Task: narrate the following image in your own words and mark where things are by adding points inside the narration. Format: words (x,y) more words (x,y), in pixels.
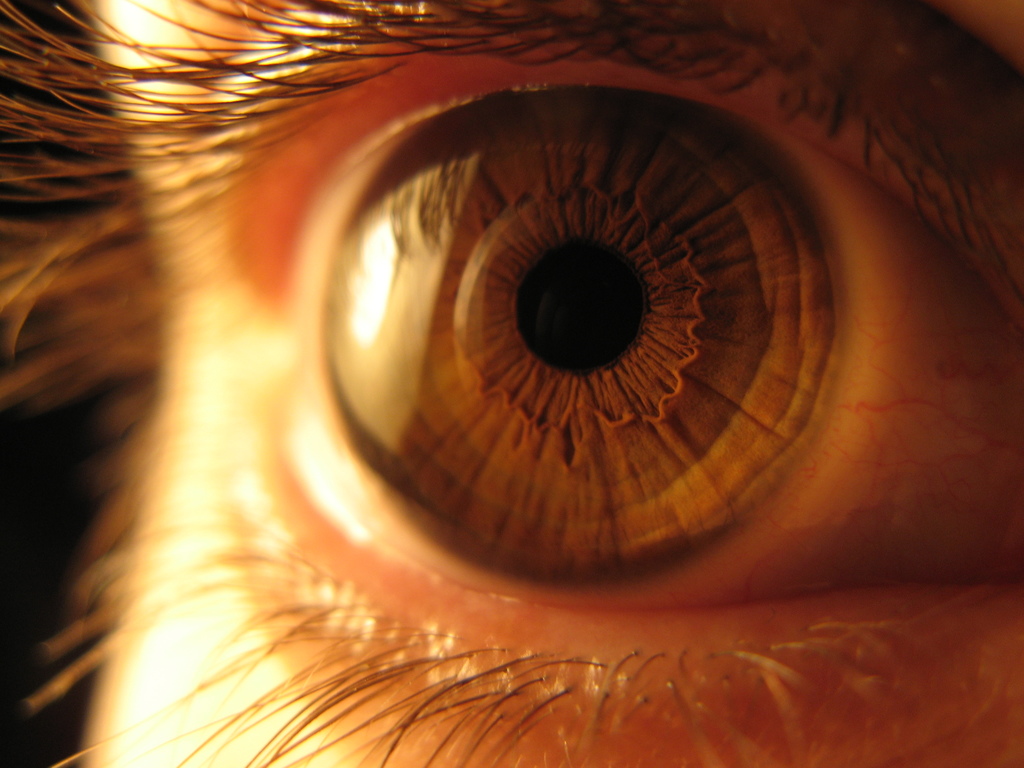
In this image there is a person's eye (500,254), there are eyelashes (95,59) truncated towards the top of the image (521,18), there are eyelashes (91,73) truncated towards the left of the image (78,125), there are eyelashes (412,716) truncated towards the bottom of the image (398,670).
